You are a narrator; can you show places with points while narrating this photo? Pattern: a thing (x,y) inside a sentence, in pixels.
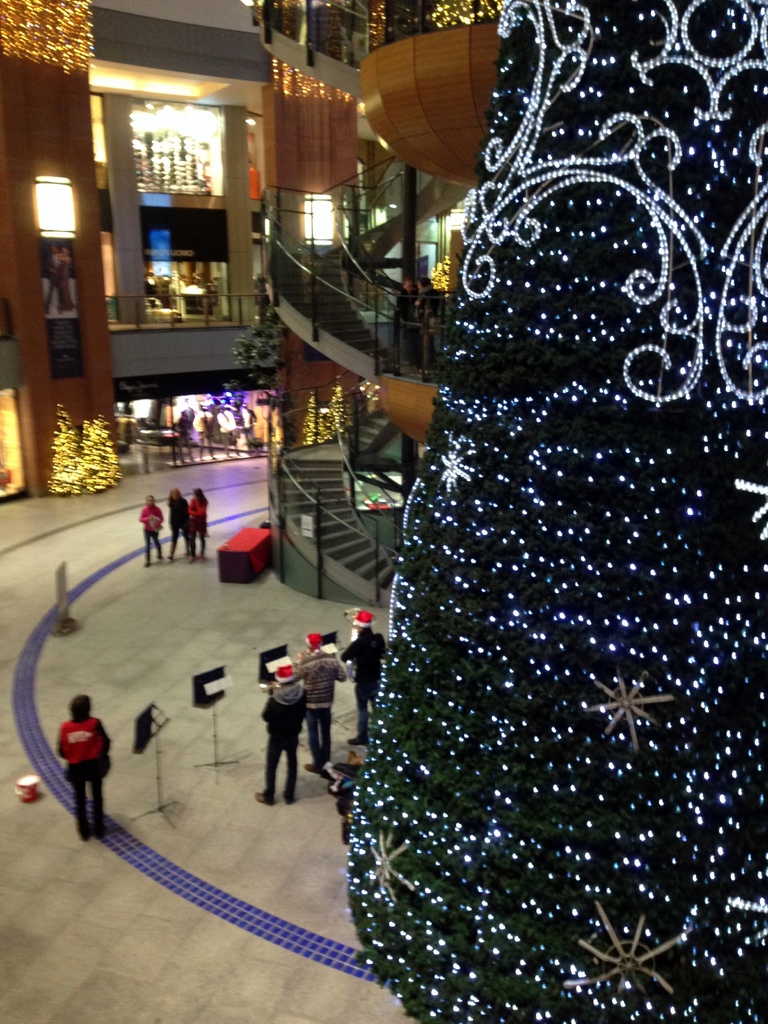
This is the picture of a place (318,275) where we have some trees (706,771) which are decorated with some lights (581,94) and some people (92,722) standing in front of the stand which has some things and around there is a fencing (387,339) and some staircase (383,163).
